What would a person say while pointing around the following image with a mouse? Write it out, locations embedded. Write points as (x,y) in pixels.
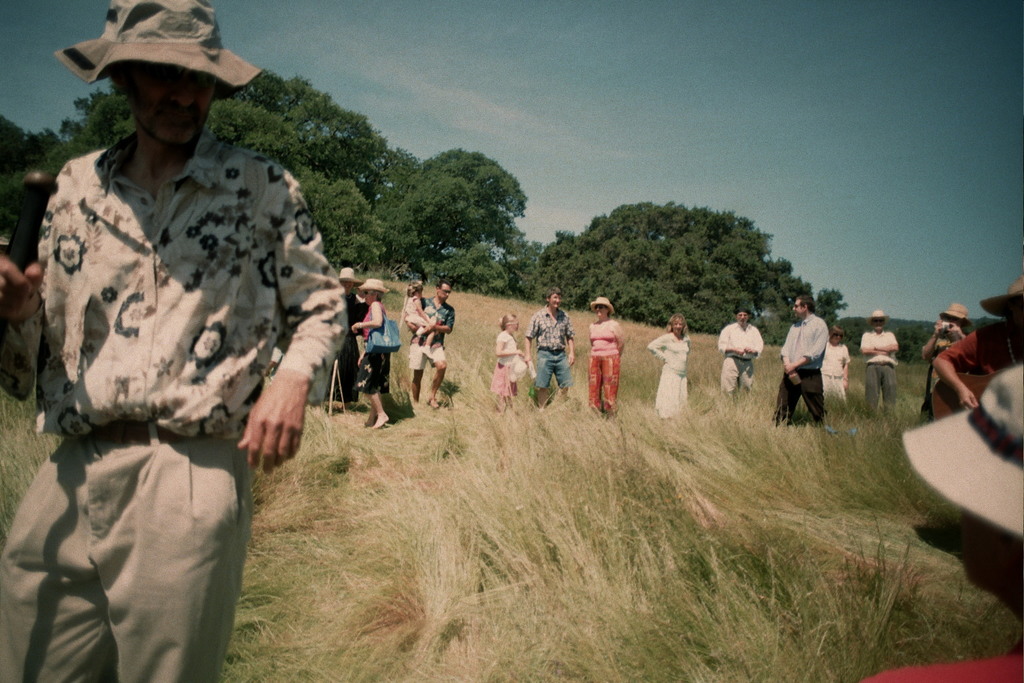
On the left side of the image (154,464) we can see a person (96,325) wearing the shirt (43,344) and hat (132,28) is standing on the dry grass (469,595), here we can see a few more people (593,332) are standing on the grass (603,530). In the background (414,88), we can see trees (634,233) and the blue color sky (690,175).
